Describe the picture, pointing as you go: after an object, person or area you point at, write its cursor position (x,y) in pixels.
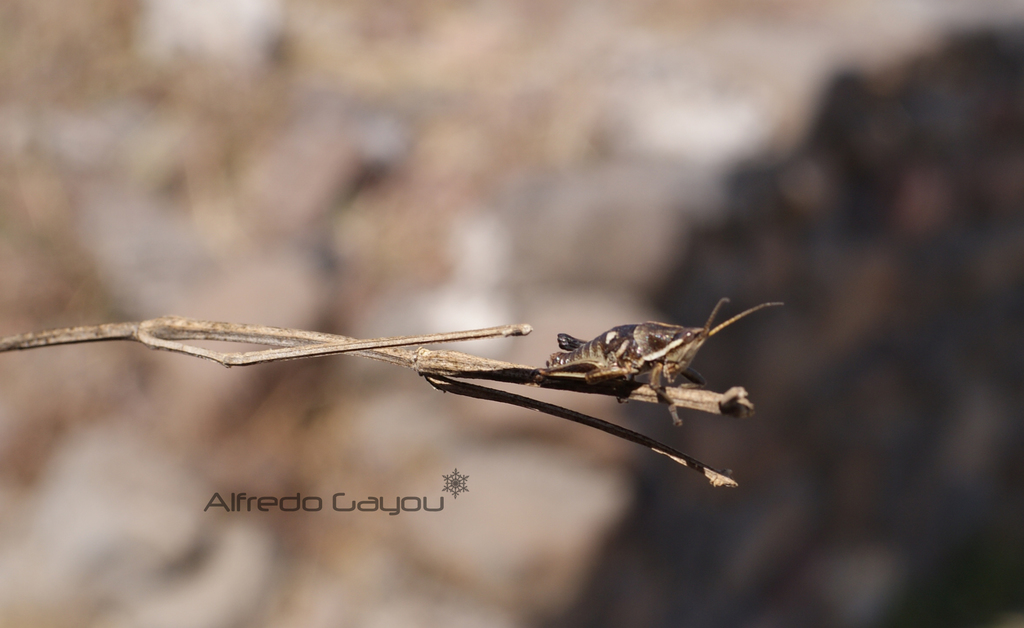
In the foreground (539,377) I can see an insect (592,374) on the branch (604,384) of a tree (634,388) and a text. The background (506,219) is white and brown in color. This image is taken may be during a day.
